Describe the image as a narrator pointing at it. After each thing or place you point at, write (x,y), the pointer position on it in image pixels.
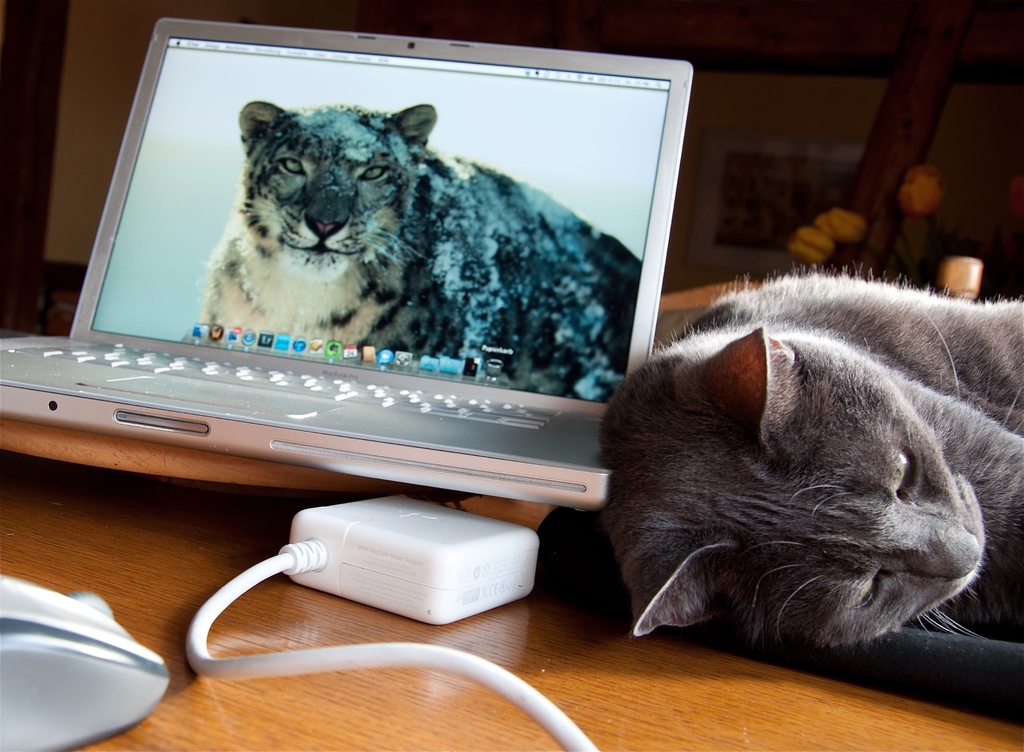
In this image there is a table (47,534) and we can see a cat (758,504) lying on the table (682,649) and we can see a laptop (507,388) and a wire (313,566) placed on the table (620,729). In the background (988,295) there is a wall (802,97).
